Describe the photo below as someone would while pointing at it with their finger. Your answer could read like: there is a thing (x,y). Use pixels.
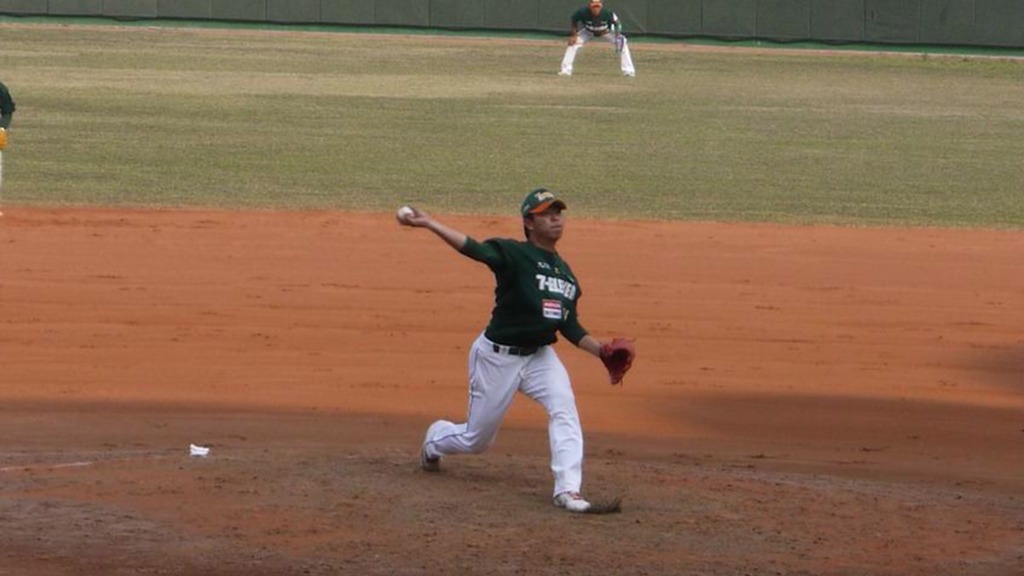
In this picture we can see few people (544,314), they are playing game in the ground (594,397), in the middle of the image (555,289) we can see a man (524,268) he is holding a ball (409,205), and he wore a cap (549,203).
